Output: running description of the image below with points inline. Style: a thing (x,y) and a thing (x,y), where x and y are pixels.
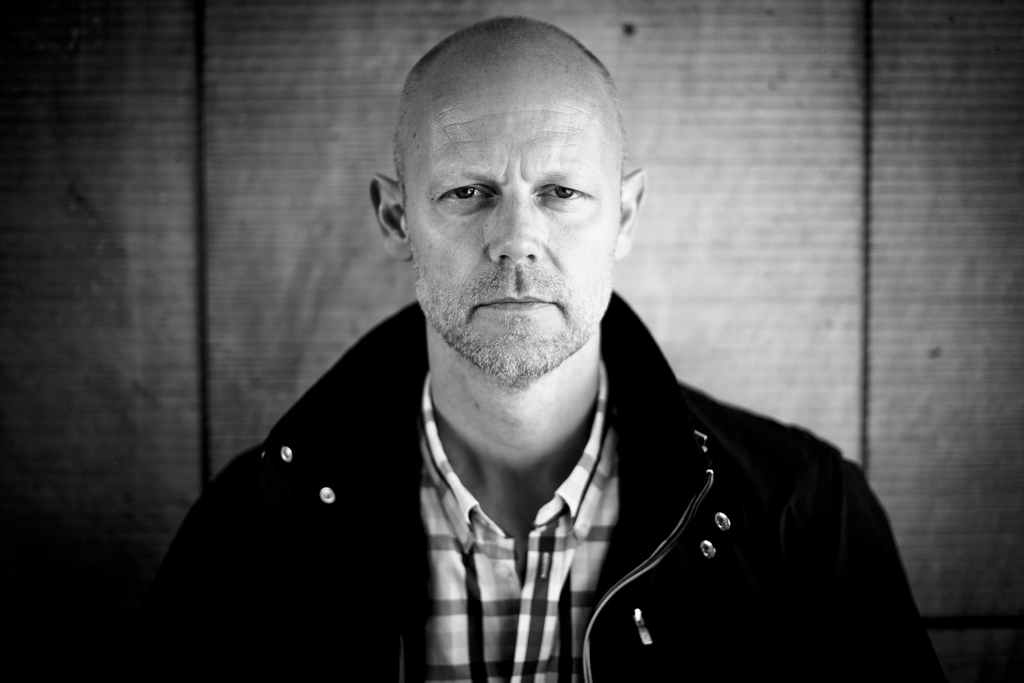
This is a black and white image. Here I can see a man (539,377) wearing a jacket (409,454) and looking at the picture. In the background (834,263) there is a wall (842,206).
